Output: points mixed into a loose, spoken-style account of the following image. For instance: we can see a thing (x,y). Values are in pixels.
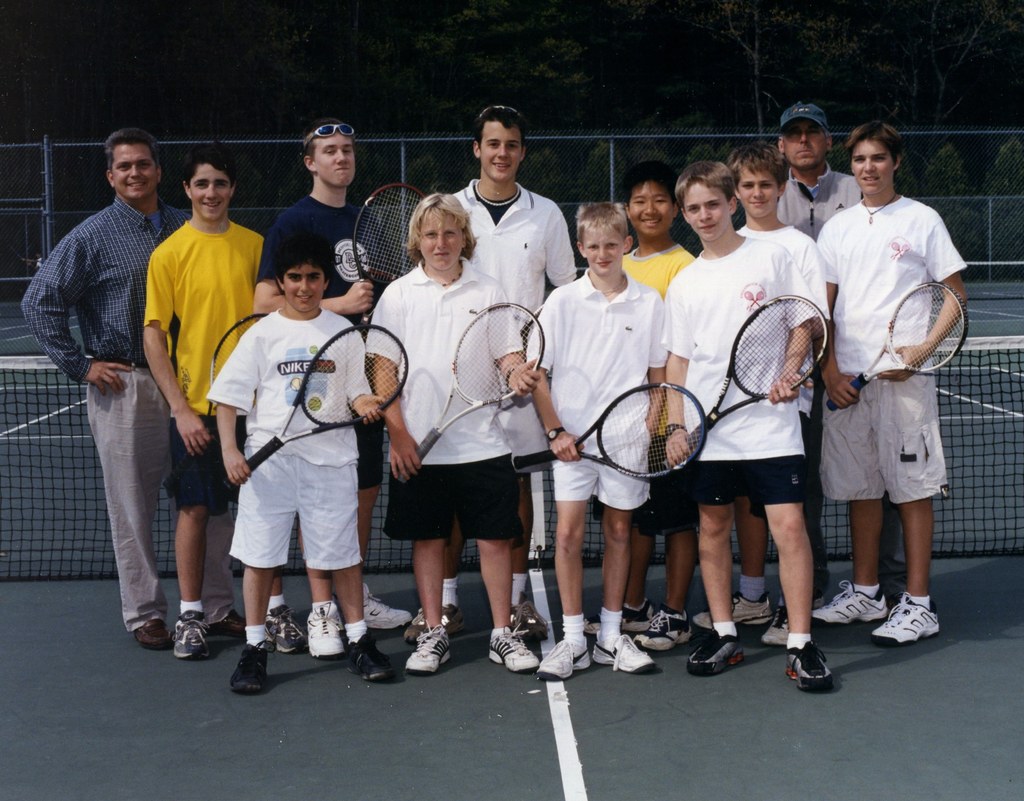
In picture there are many people (625,343) standing and catching racket (665,437) with their hands (673,454) they are standing in a court (16,347) there is a net (60,466) behind them there is an iron fencing (649,134) with poles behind them there are many trees (381,45).
